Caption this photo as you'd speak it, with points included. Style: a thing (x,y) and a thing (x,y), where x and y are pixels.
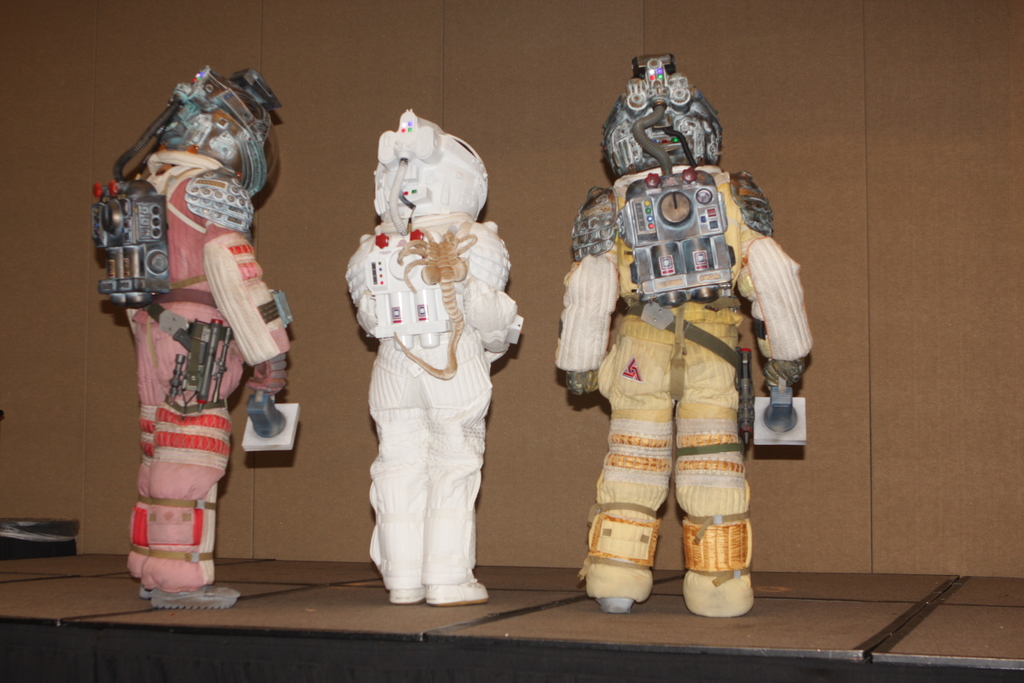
In this image we can see three people (131,554) in costumes (154,602) on the surface (727,643) which looks like a stage (765,645), one object (70,546) on the left side of the image (52,546) and the background (39,454) it looks like a wooden wall (71,118).
